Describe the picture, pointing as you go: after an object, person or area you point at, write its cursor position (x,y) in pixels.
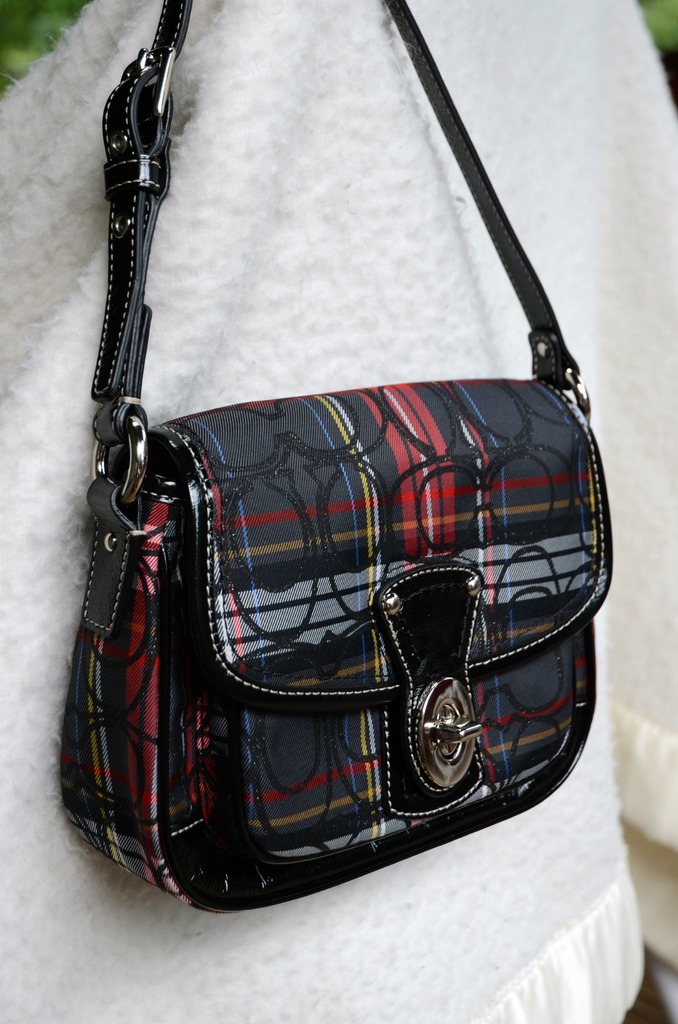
There is a multi color bag (409,774), which is kept on a white color cloth (208,143), the handle (140,370) of the bag (145,62) is black color.
